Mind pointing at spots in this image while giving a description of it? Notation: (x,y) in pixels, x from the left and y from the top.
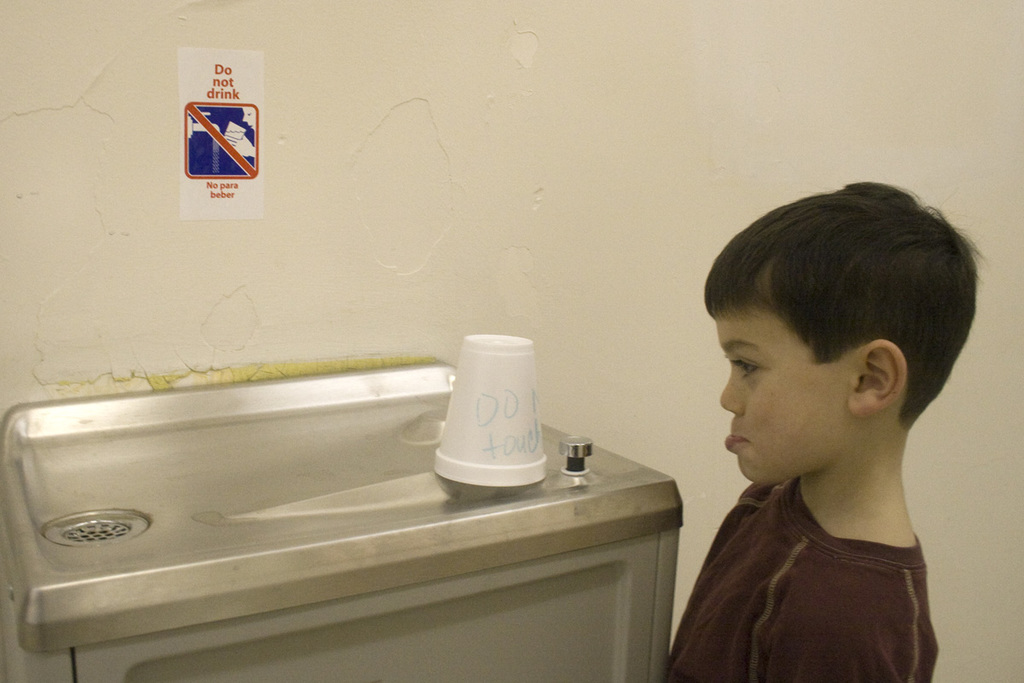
In the picture I can see a kid (815,514) standing in the right corner (815,546) and there is a glass (528,421) which has something written on it is placed on an object (415,473) and there is a sticker (223,124) which has something written on it is attached to the wall (276,85) in the background (219,132).
